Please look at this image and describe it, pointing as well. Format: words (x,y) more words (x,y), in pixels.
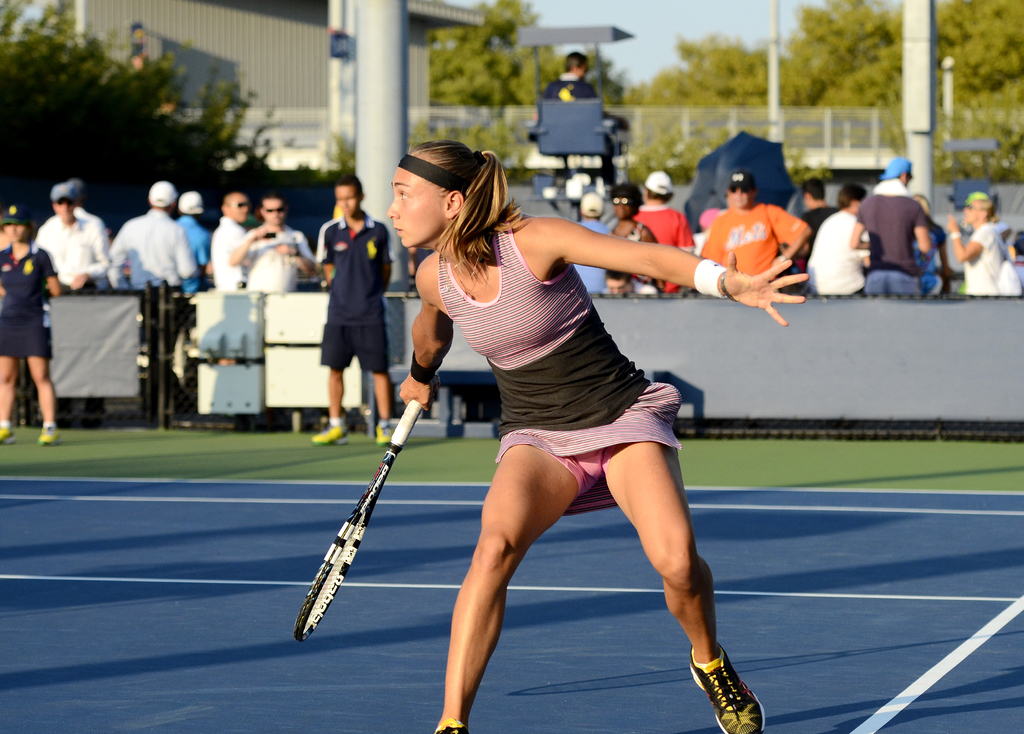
In this picture we can see woman (429,324) playing tennis on ground (355,596) and at back of her a group of people (885,240) are watching it and we can see trees (50,129), pillar (389,26), person (573,88) sitting on chair (590,110), umbrella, fence (728,131).
